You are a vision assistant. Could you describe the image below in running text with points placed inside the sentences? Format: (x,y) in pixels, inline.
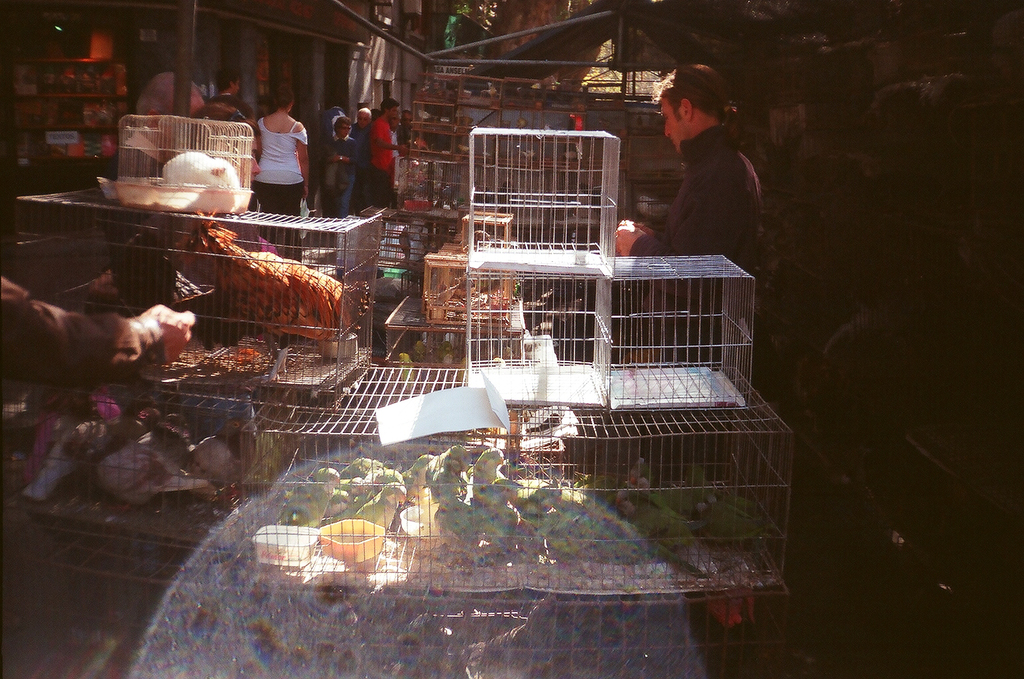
In this picture I can see few birds (321,282) in the cages (465,196) and I can see few people (357,176) walking and few are standing and looks like trees (604,55) in the back (488,57).
